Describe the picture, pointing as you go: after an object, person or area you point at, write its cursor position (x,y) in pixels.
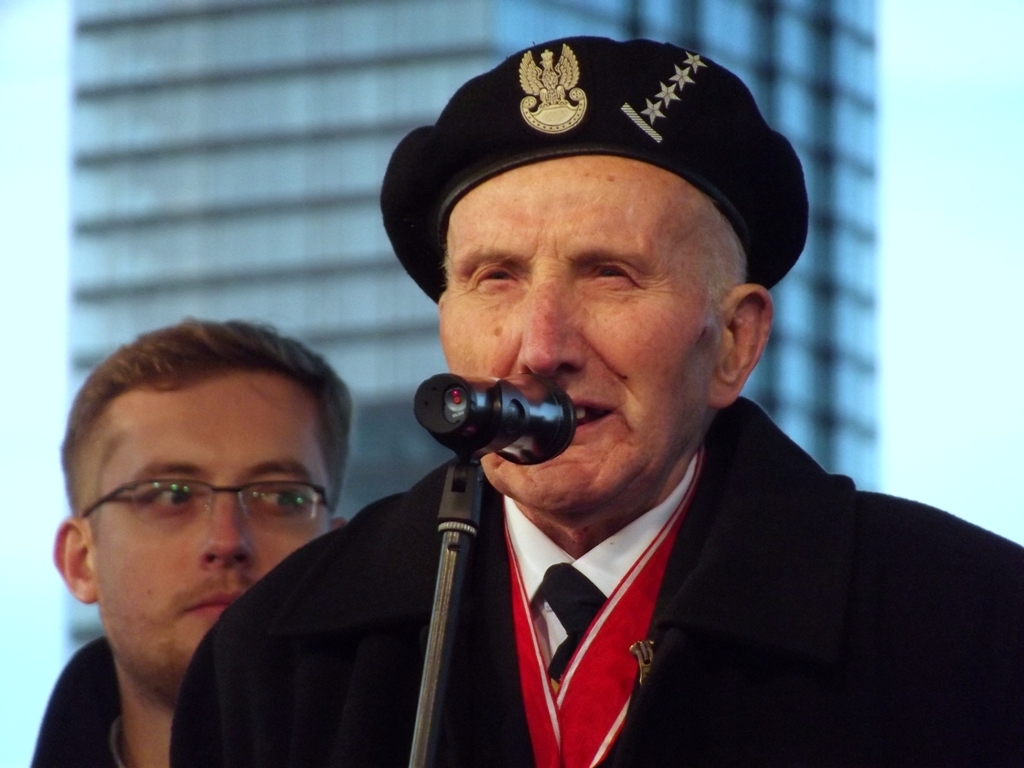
In the center of the image (525,507) there is a person (479,654) standing at the mic (440,601). In the background (291,422) we can see person (185,460), building (249,110) and sky (915,103).
